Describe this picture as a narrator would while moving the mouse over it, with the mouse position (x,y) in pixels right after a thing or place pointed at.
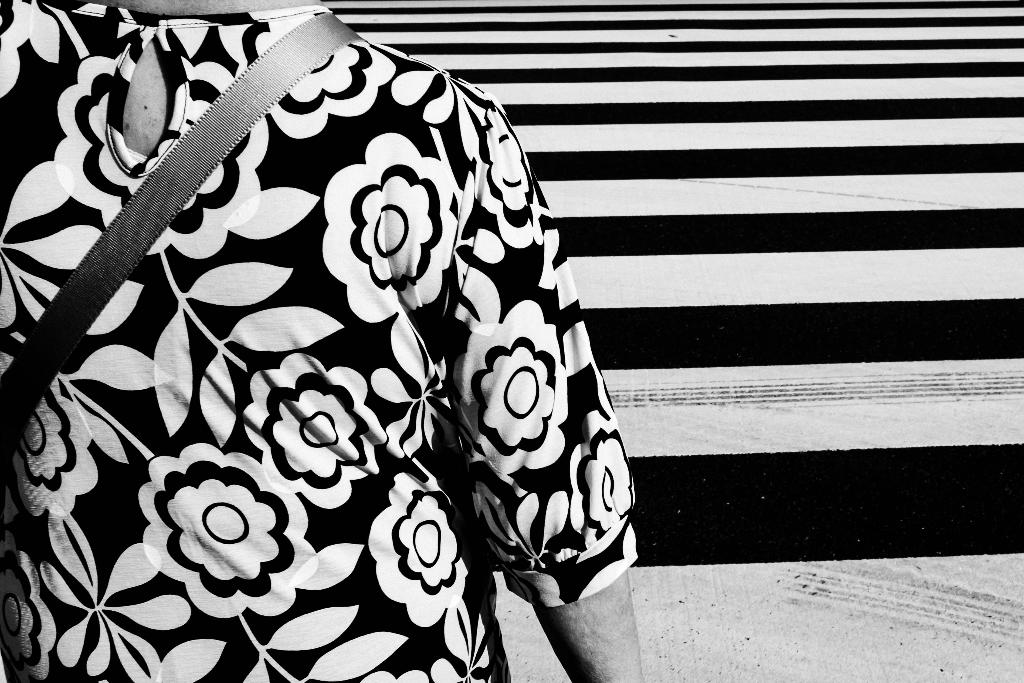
This is a black and white picture of a person (482,311) standing near a crosswalk (835,499).
